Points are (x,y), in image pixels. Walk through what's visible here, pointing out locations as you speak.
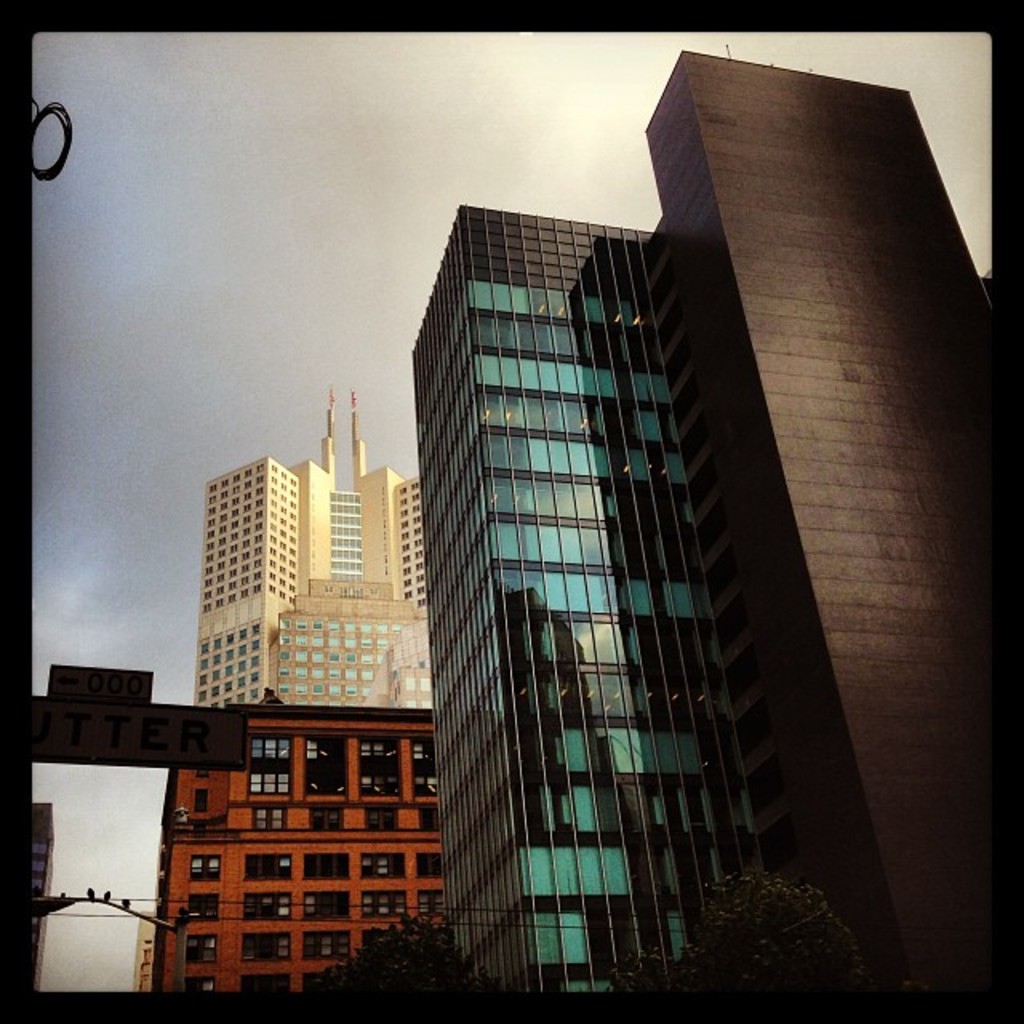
In this image there are a group of buildings (627,818) and at the bottom (419,950) there are some trees (390,945), poles (179,933) and some wires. On the top of the image (350,144) there is sky (487,94).
